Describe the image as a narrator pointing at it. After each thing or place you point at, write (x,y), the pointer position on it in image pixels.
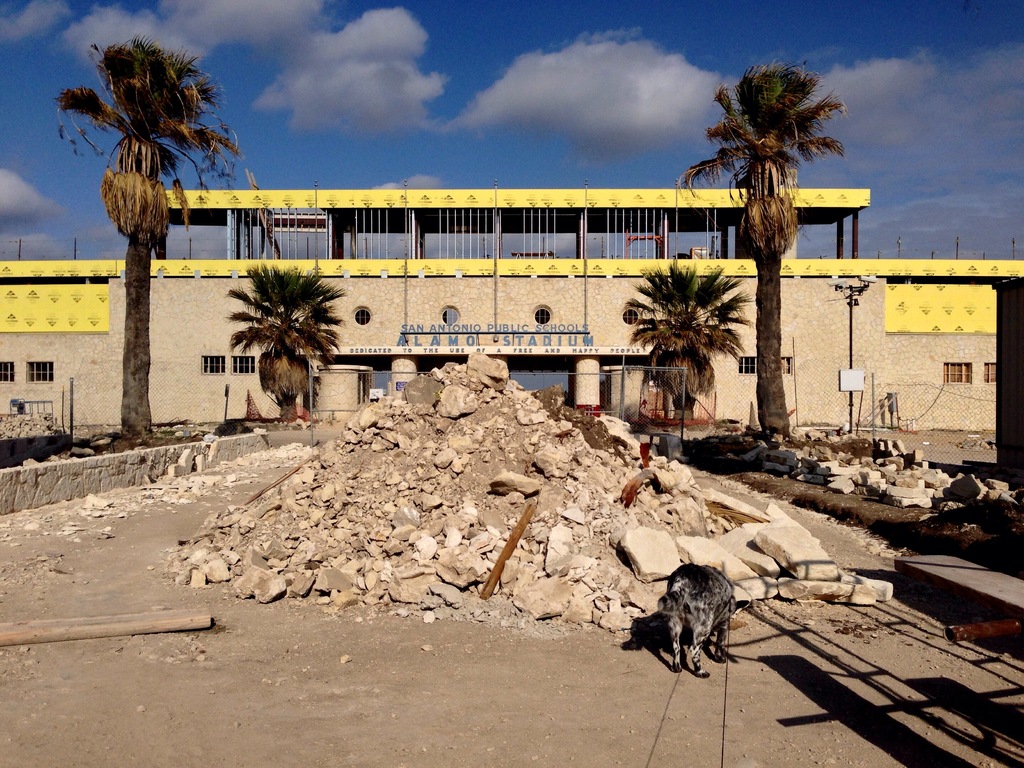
In this image, we can see some stones (518,588), there is a building (401,271), at the top (280,192) we can see the shed (480,267). We can see four trees (107,179), at the top (528,40) we can see the sky (526,27).
